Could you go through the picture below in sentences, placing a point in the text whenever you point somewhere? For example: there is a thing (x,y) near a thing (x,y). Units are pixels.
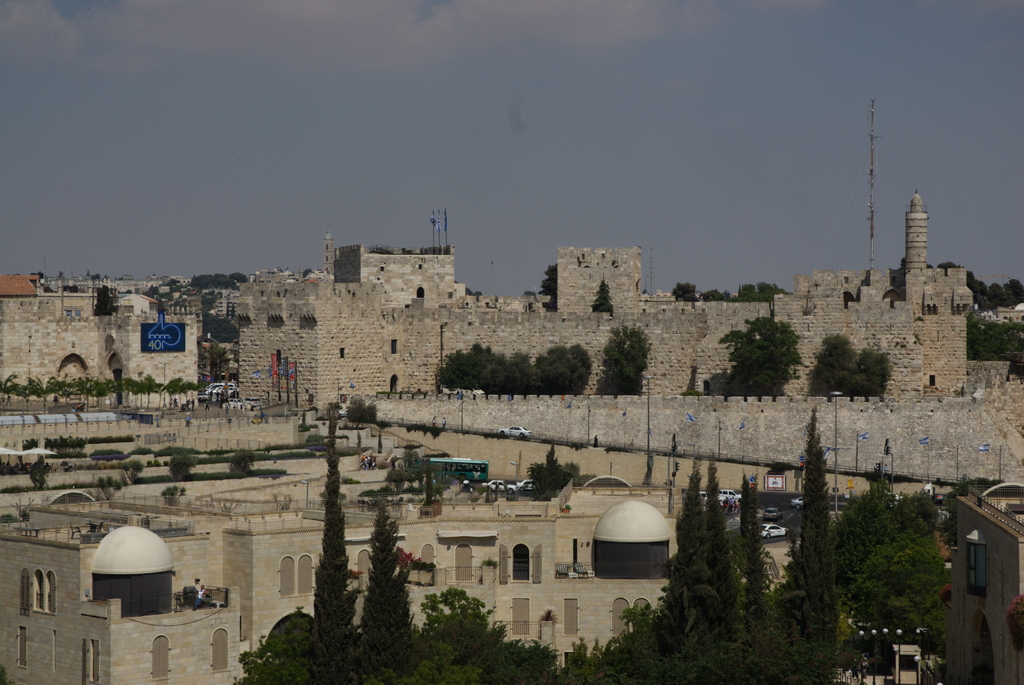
In this picture I can see buildings (592,272), there are trees (838,367), there are vehicles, there are flags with the poles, and in the background (537,139) there is the sky (525,153).
